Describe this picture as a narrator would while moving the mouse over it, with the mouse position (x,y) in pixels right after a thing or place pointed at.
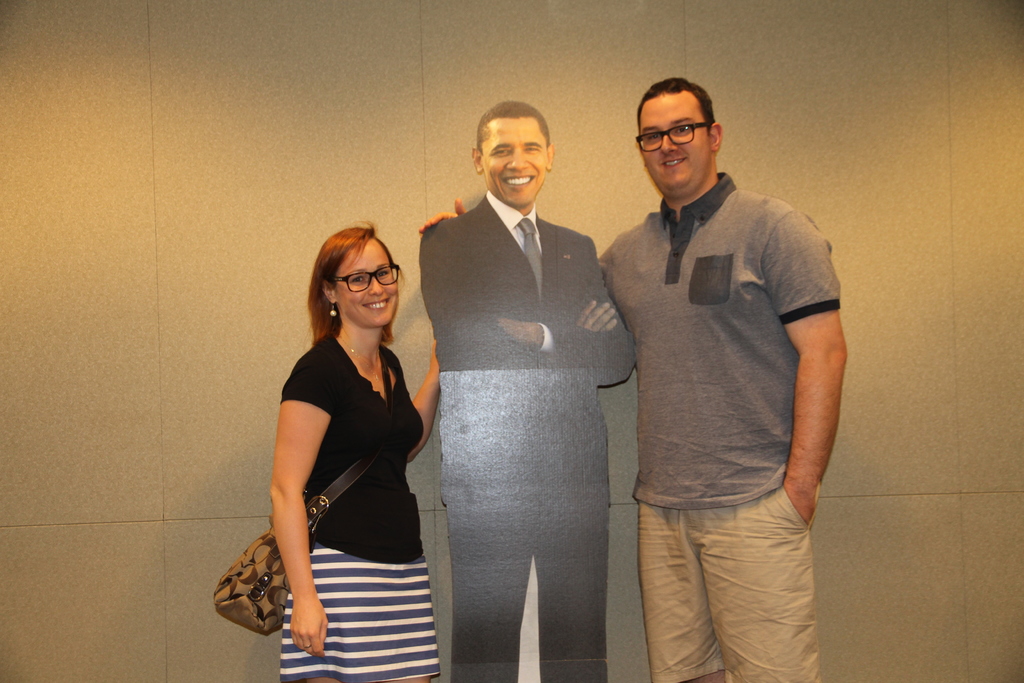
In this picture I can see a man (652,430) and a woman (361,675) standing and smiling, there is a board (477,205) of a person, and in the background (527,81) there is a wall (295,106).
